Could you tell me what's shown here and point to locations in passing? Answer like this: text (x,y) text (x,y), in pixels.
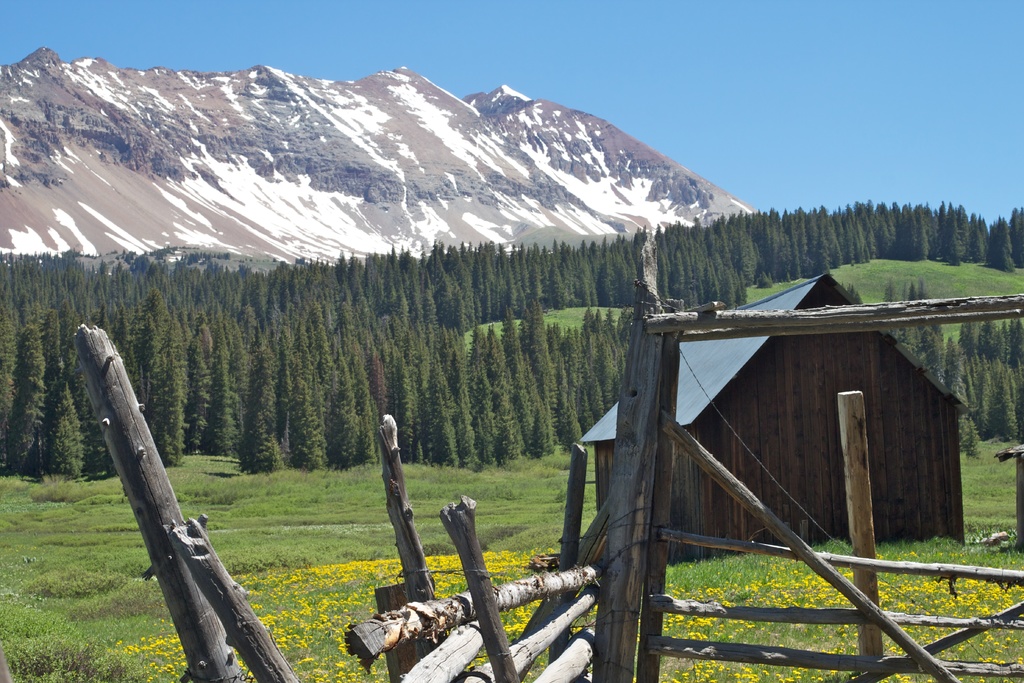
In this image we can see a house (711,399), there are wooden poles (894,627), plants (558,520), trees (228,287), flowers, also we can see the mountains (529,130), and the sky (773,76).
